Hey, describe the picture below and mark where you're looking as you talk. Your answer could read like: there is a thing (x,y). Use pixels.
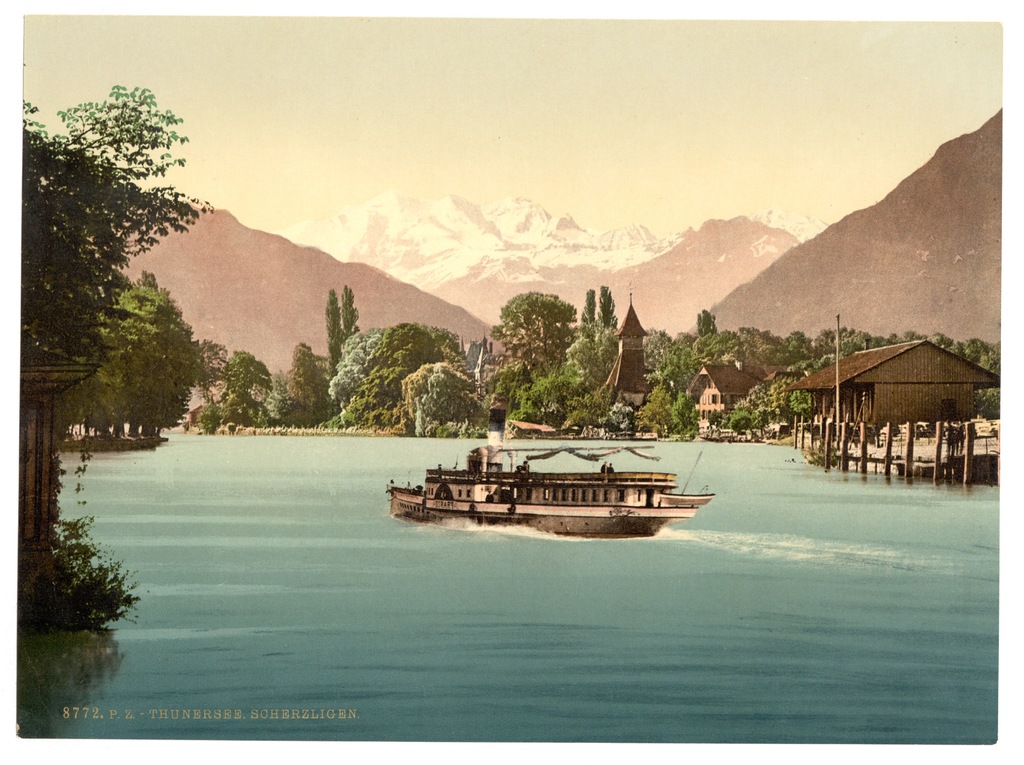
In this picture, we see steamer (508,465) in the water (511,594). Beside that, there are buildings (871,409). There are many trees (249,405) and hills (453,249) in the background (544,270). At the top of the picture (224,103), we see the sky (769,141).
